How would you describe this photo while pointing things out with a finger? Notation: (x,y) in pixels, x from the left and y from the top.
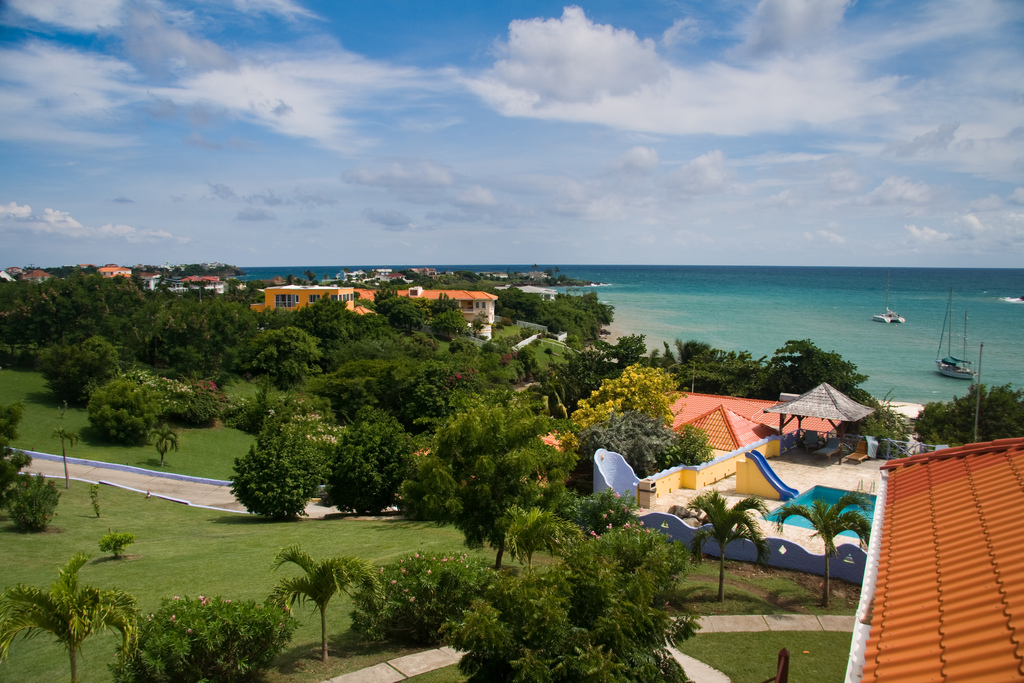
In this image I can see trees (633,462) in green color. I can also see few buildings (207,278) in cream, orange and white color, background (961,363) I can see few boats (958,377) on the water (864,297) and the sky (454,99) is in blue and white color.
